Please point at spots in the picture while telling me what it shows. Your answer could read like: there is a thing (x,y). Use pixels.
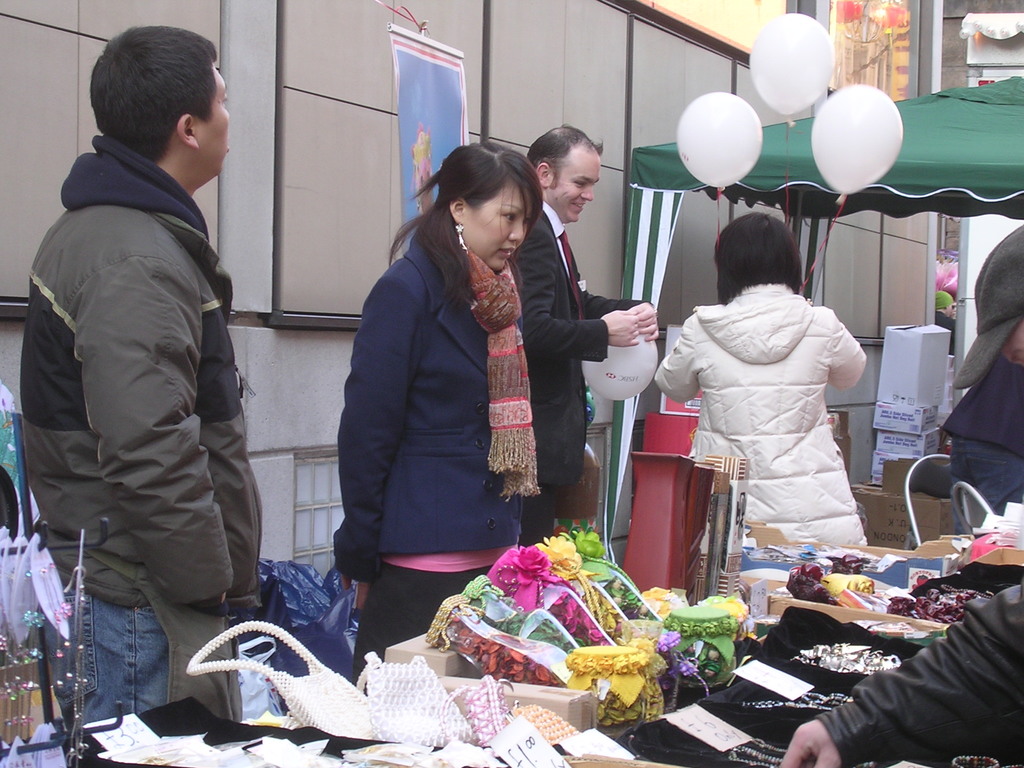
In this image, there are few people (536,376) standing. At the bottom of the image (524,734), there are handbags (486,734), ornaments (810,697) and few other things (784,714). On the right side of the image (876,192), I can see a canopy tent (881,207) and the white balloons (839,151). There are cardboard boxes (921,395) and few other objects (661,449) under the canopy tent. In the background (293,124), I can see a banner (404,81) and a building wall (386,105).
